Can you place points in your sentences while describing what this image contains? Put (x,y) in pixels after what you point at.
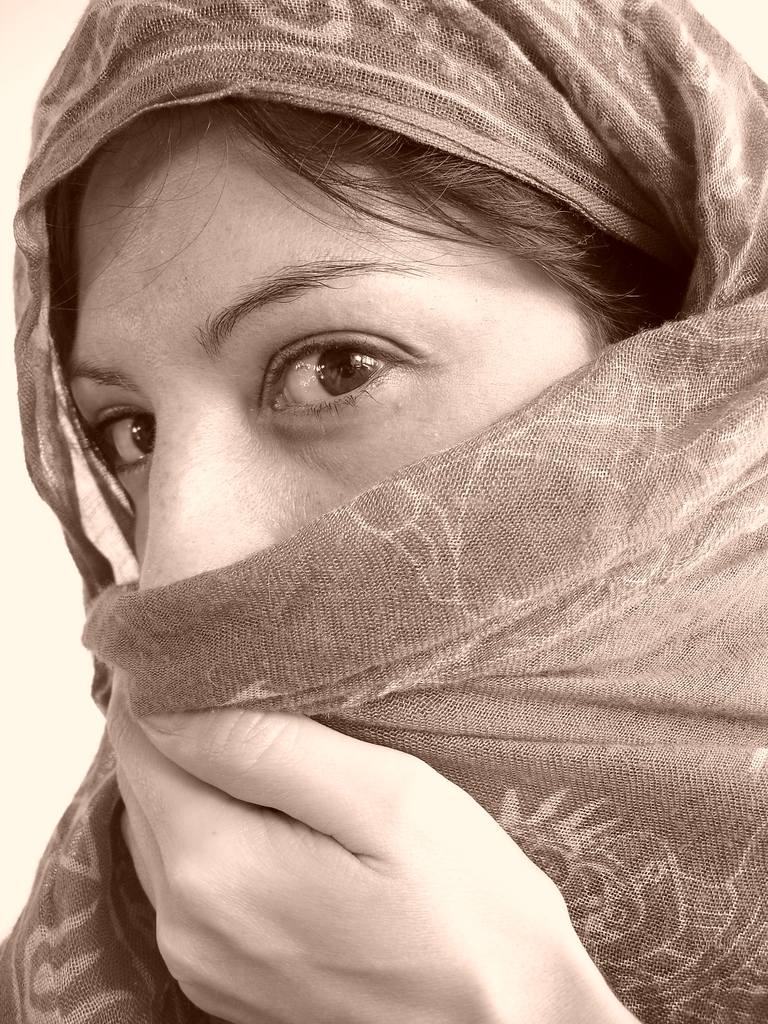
In this image, I can see the woman's face (364,469), which is covered with a cloth (456,628). I can see the design (609,872) on the cloth (651,347).
